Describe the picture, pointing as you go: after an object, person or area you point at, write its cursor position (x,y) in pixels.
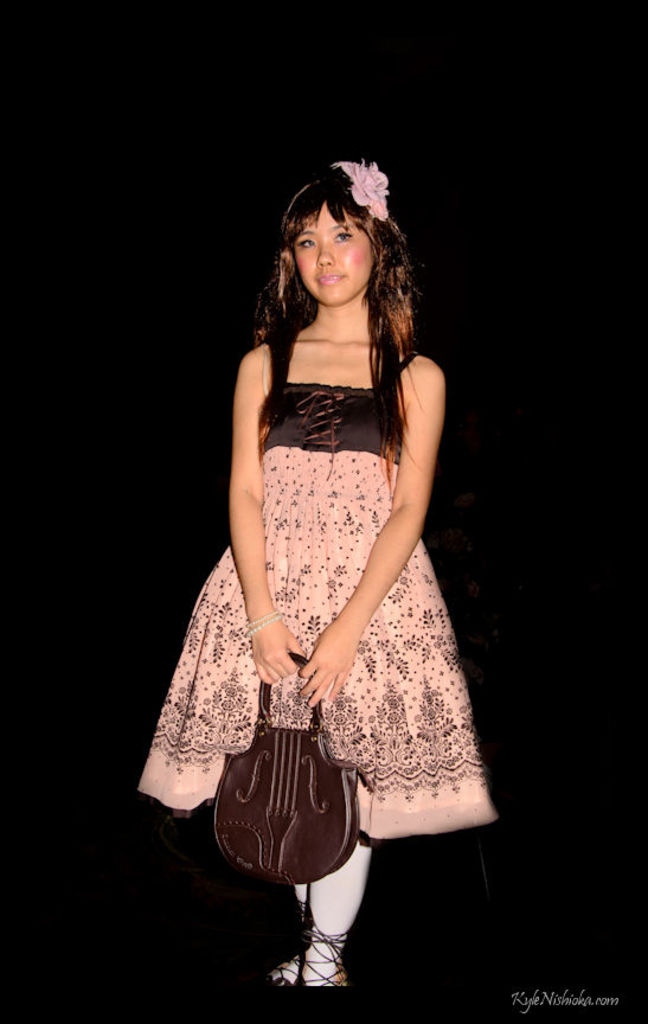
In this image there is a woman (396,274) with a pink color frock (292,618) holding a bag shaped as a guitar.
